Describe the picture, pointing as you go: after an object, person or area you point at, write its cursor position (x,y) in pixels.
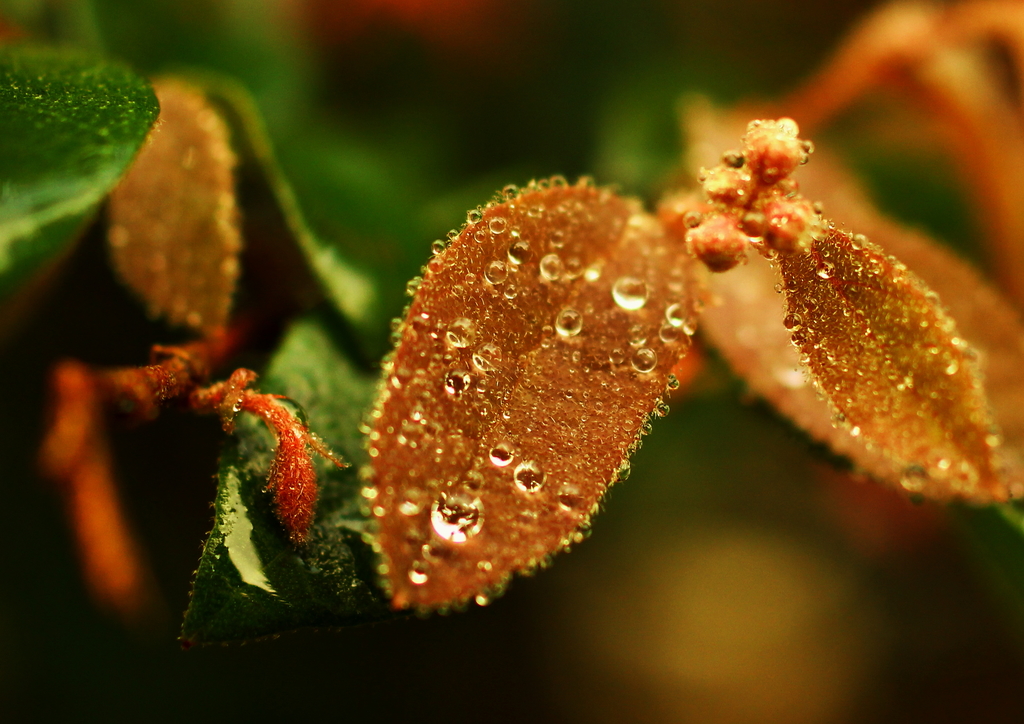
These are the orange-brown leaves (542,295) of a plant (321,381) with water drops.
